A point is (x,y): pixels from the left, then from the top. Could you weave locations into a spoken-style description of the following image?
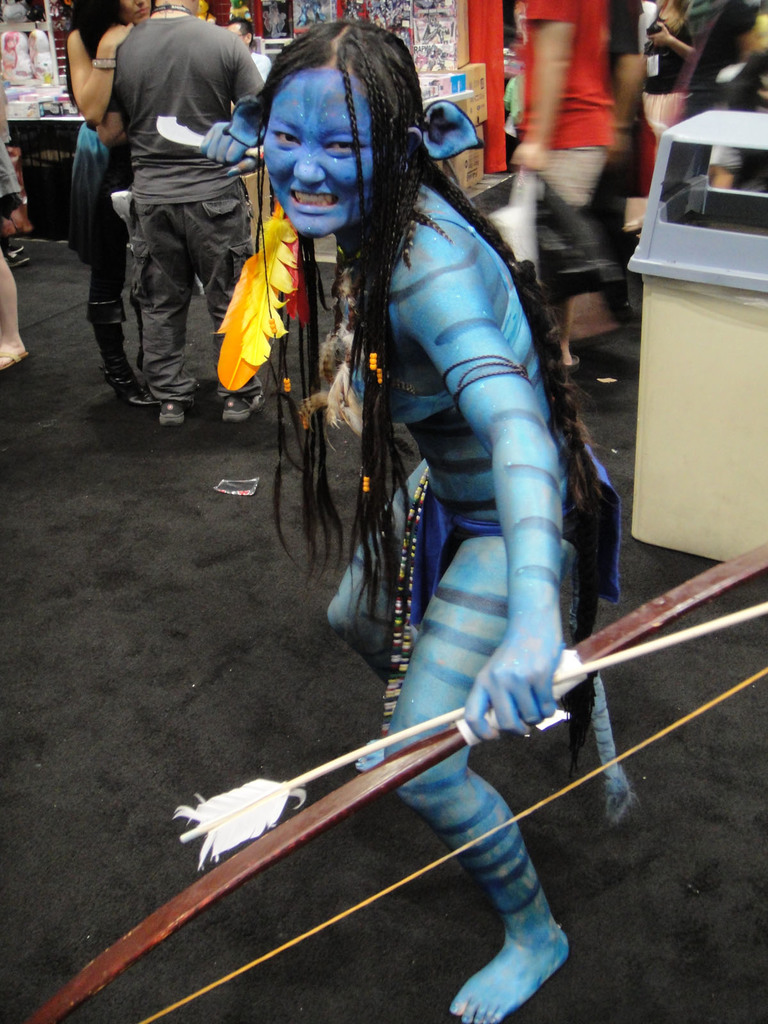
In this image in the foreground (432,447) a person (431,498) a color to her body (481,297) and holding stick (86,993), arrow (183,811), in the background (23,97) there is a shop (14,113), in front of shop (64,201), there are few peoples (183,173) visible on the floor (136,453), on the right side (685,517) there might be a trash bin (667,226).
